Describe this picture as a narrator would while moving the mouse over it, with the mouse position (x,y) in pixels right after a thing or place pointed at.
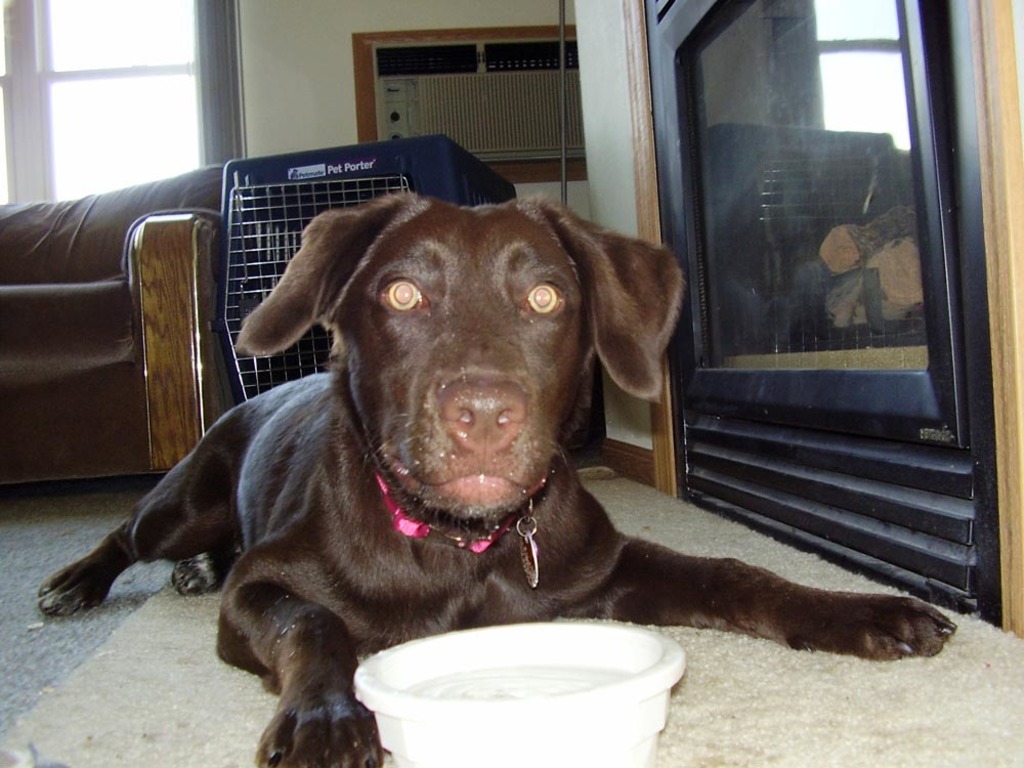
In this image, we can see a dog (727,578). We can also see a bowl (511,725). We can see the ground (74,685) with a mat (36,724). We can see the sofa (129,375) and an object (240,197). We can also see an object (923,389) with some glass (734,182) and some reflection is seen in it. We can also see a pole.
